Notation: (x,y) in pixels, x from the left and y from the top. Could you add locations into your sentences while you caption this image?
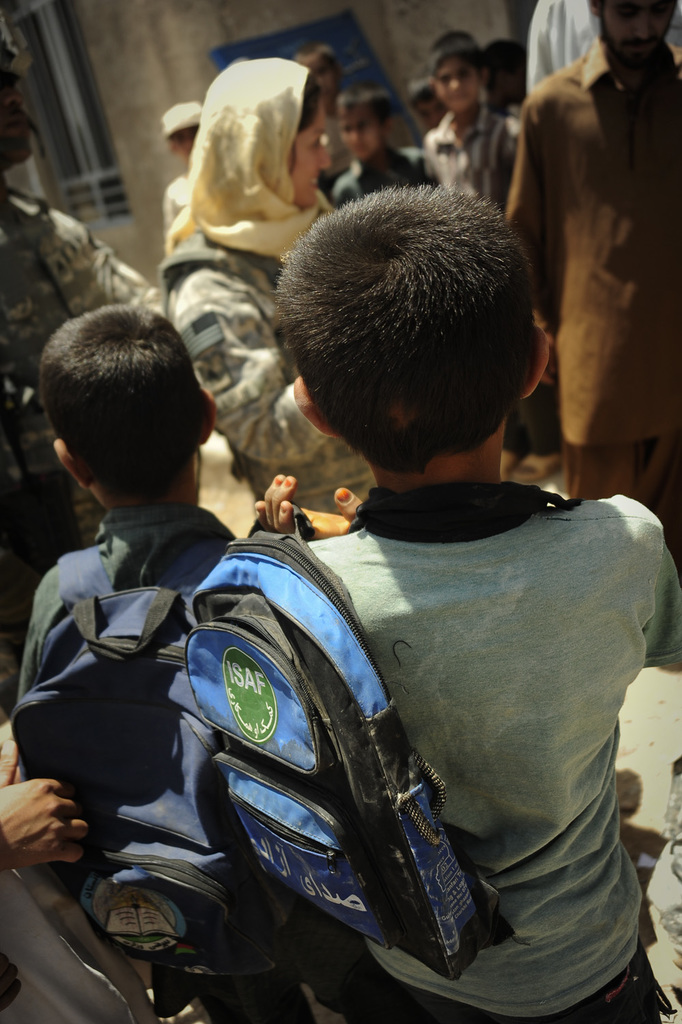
There are children (155,424) wearing bag (285,792) and standing on the road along with other persons (549,229) and children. In the background (127,43), there is a building (385,27), which is having a window (85,90).
